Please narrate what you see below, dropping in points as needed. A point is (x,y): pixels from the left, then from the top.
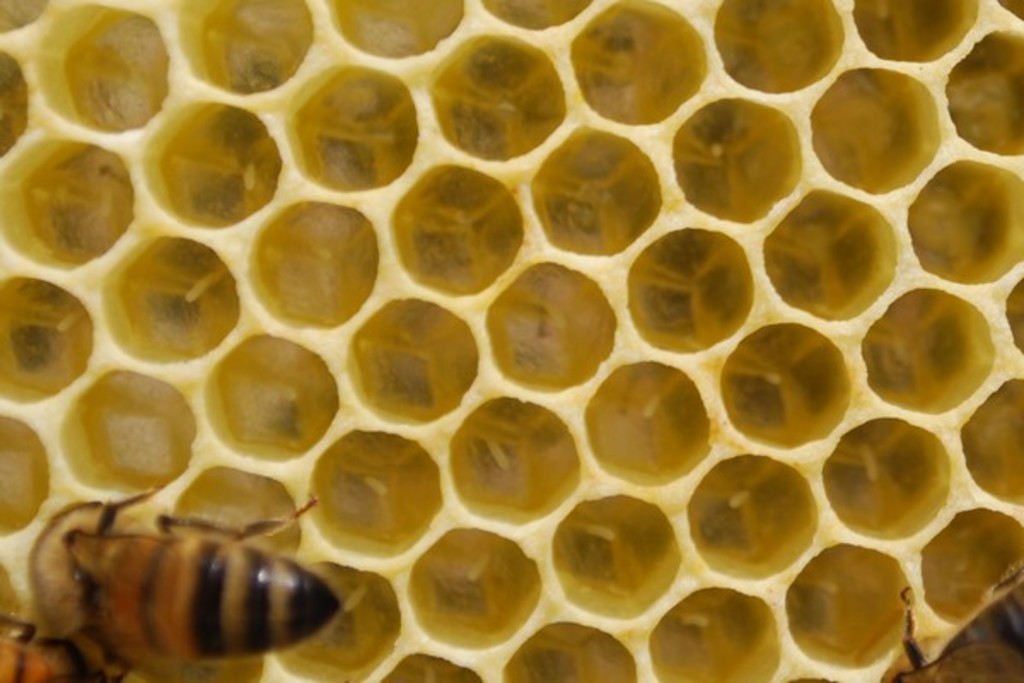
In this picture we can see honey bees (181,536) on a honeycomb (284,165).
